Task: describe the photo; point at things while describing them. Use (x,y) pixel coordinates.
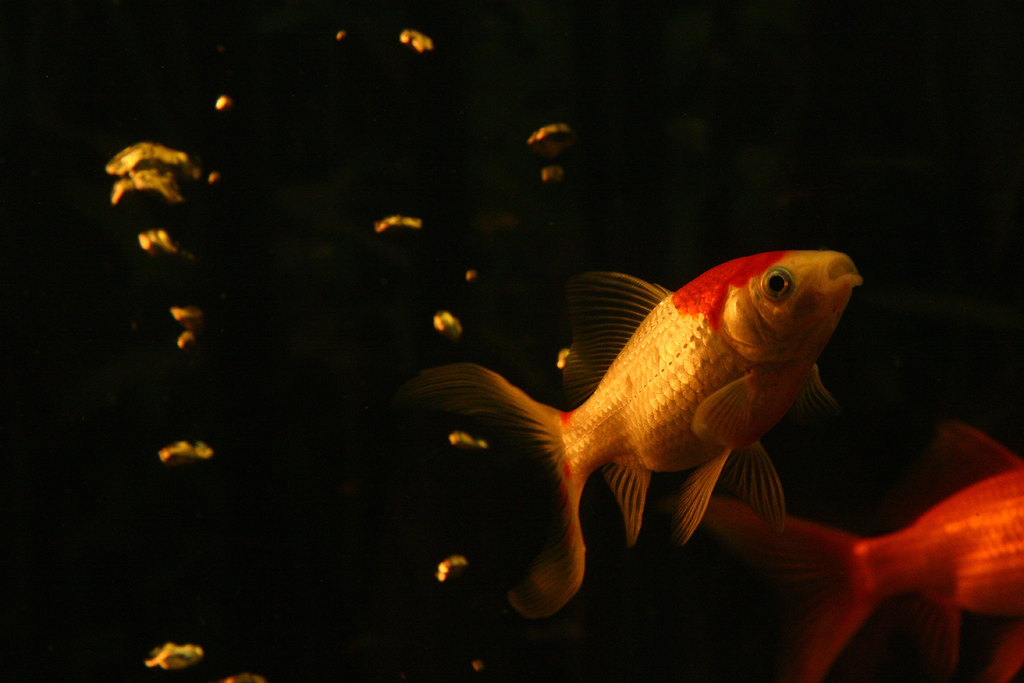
In this image I can see fish (563,442). And there is a dark background (41,283).
